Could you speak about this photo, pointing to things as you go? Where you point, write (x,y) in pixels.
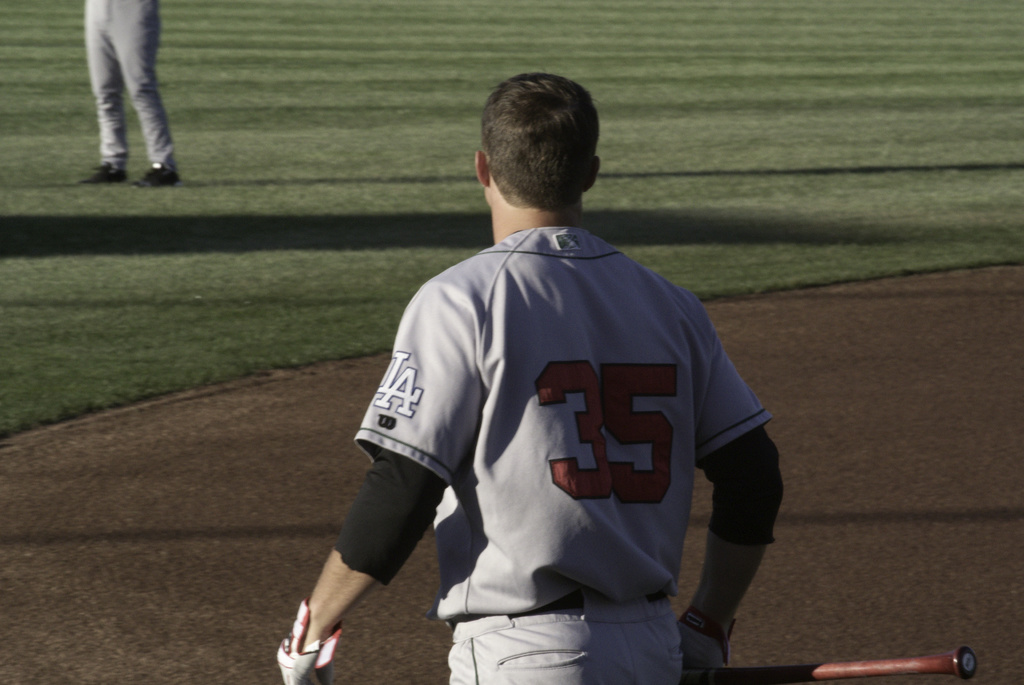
In this picture there is a person (520,640) holding an object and wore gloves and we can see ground (301,385) and grass (175,322). In the background of the image (131,9) we can see person's legs (122,144).
